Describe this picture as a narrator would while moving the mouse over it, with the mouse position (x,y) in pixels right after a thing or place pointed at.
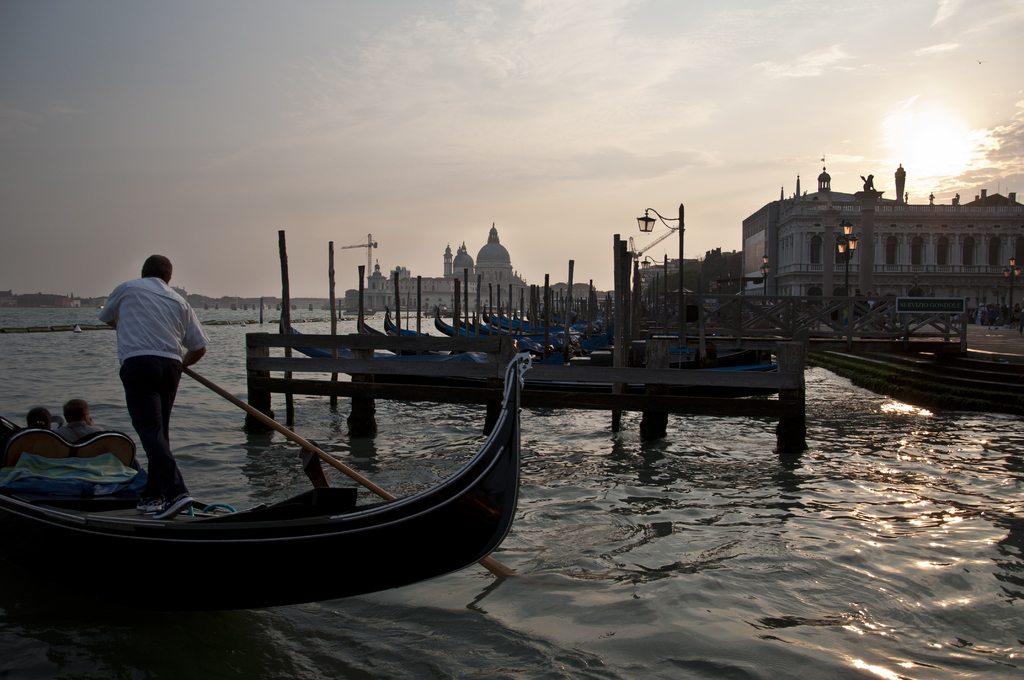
In this image there is the water (521,550). There are boats (489,494) on the water (881,395). To the left (317,511) there is a man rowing a boat (113,494). There are two persons (87,431) sitting in that boat (65,498). Behind the water (245,451) there is a railing (832,324). Behind the railing (856,320) there are street light poles (650,227). In the background (931,235) there are buildings (464,256). At the top (529,95) there is the sky (464,147).
